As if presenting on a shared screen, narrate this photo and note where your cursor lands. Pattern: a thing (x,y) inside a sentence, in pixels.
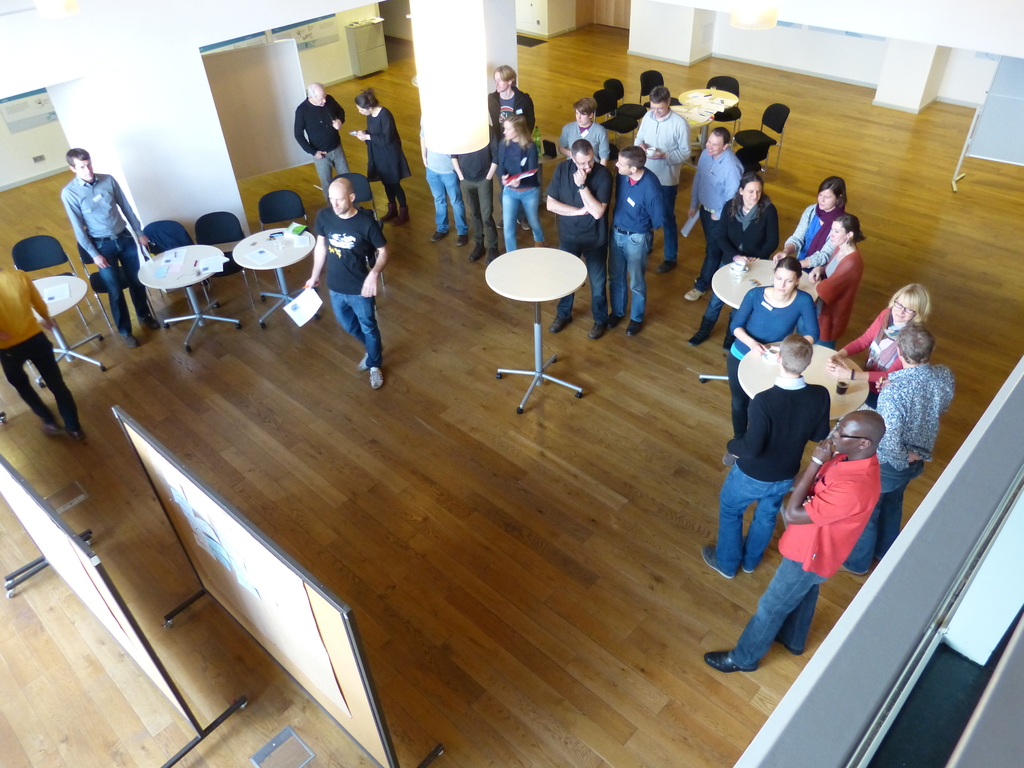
In this image i can see a number of persons (754,305) standing on the floor (634,492), in front of them there is a table (751,357) and there are the boards (92,606) on the floor (67,715), on the back ground (126,76) i can see there are the beams (141,101) visible. And right corner (772,124) i can see there are the chairs (758,137) kept on the floor (797,160).
